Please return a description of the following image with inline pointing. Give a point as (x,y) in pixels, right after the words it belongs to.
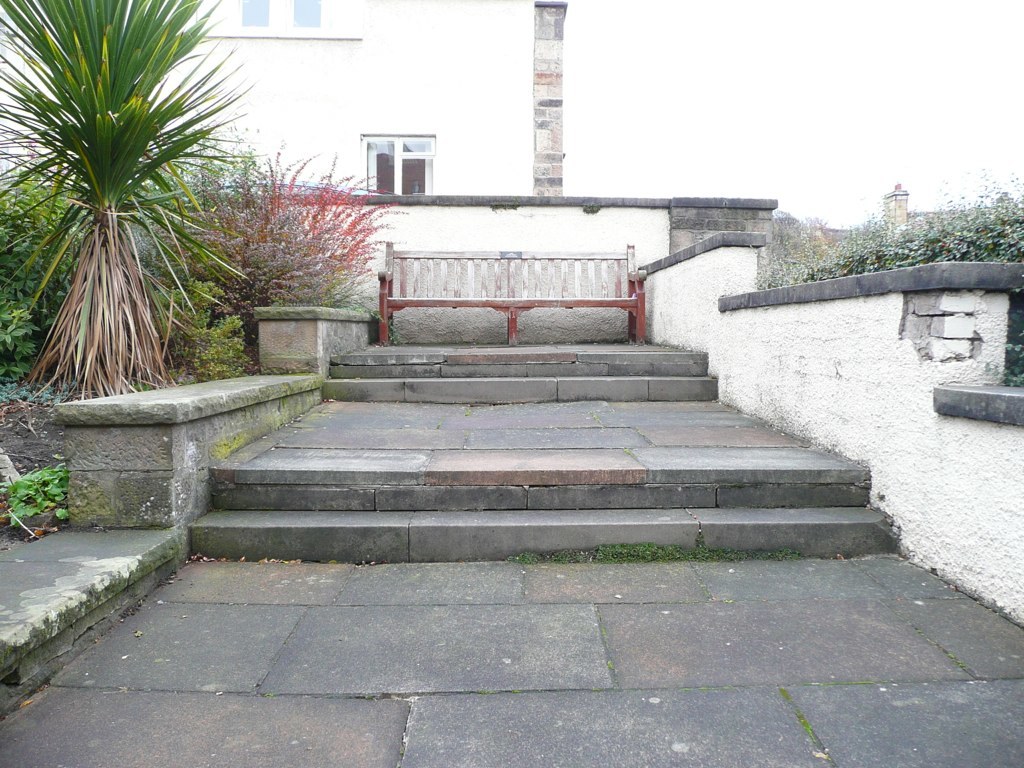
In this image we can see steps (593,371), wooden bench (641,290), plants (14,334), building (463,27), wall (420,227) and the sky (871,89) in the background (836,172).
